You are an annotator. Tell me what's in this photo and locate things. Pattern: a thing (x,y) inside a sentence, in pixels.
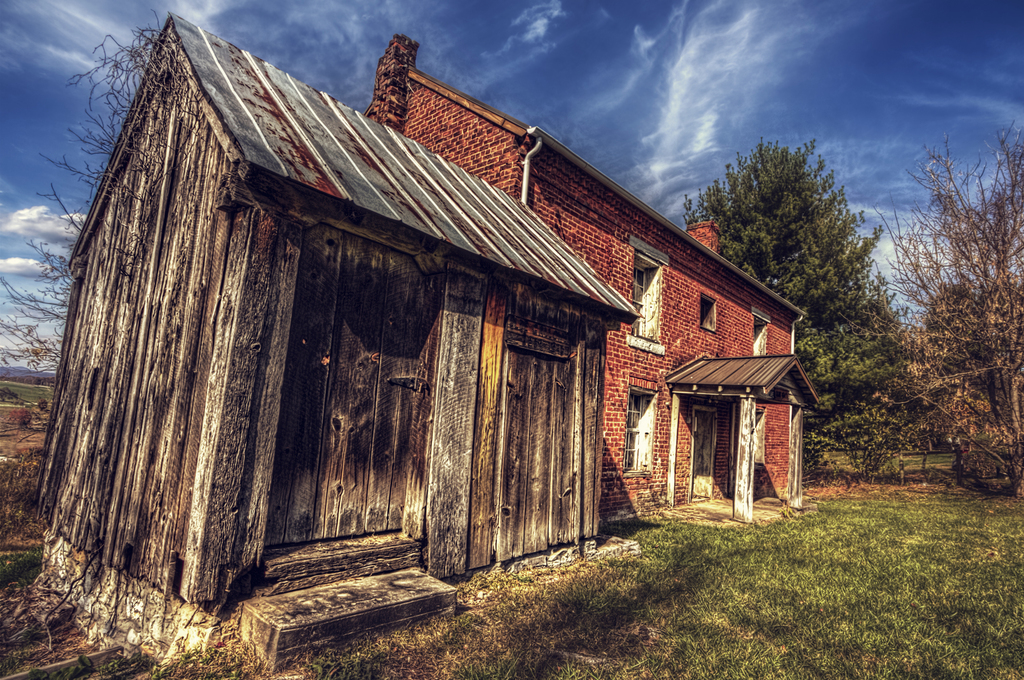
In front of the image there are houses (569,349). At the bottom of the image (780,622) there is grass (780,622) on the surface (798,614). In the background of the image (948,396) there are trees (842,316). At the top of the image (765,89) there is sky (843,41).
